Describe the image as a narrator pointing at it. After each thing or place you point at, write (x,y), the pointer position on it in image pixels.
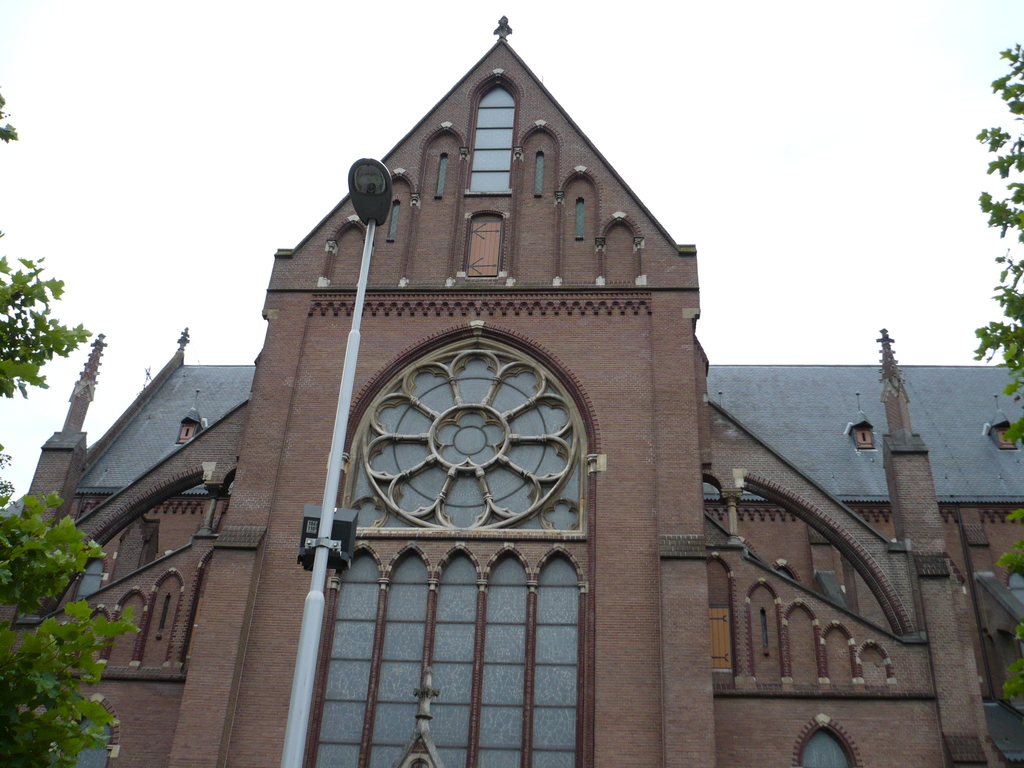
In this picture there is a building (543,572) and there is a pole (368,233) and there are trees (48,565). At the top (435,76) there is sky (681,106).
